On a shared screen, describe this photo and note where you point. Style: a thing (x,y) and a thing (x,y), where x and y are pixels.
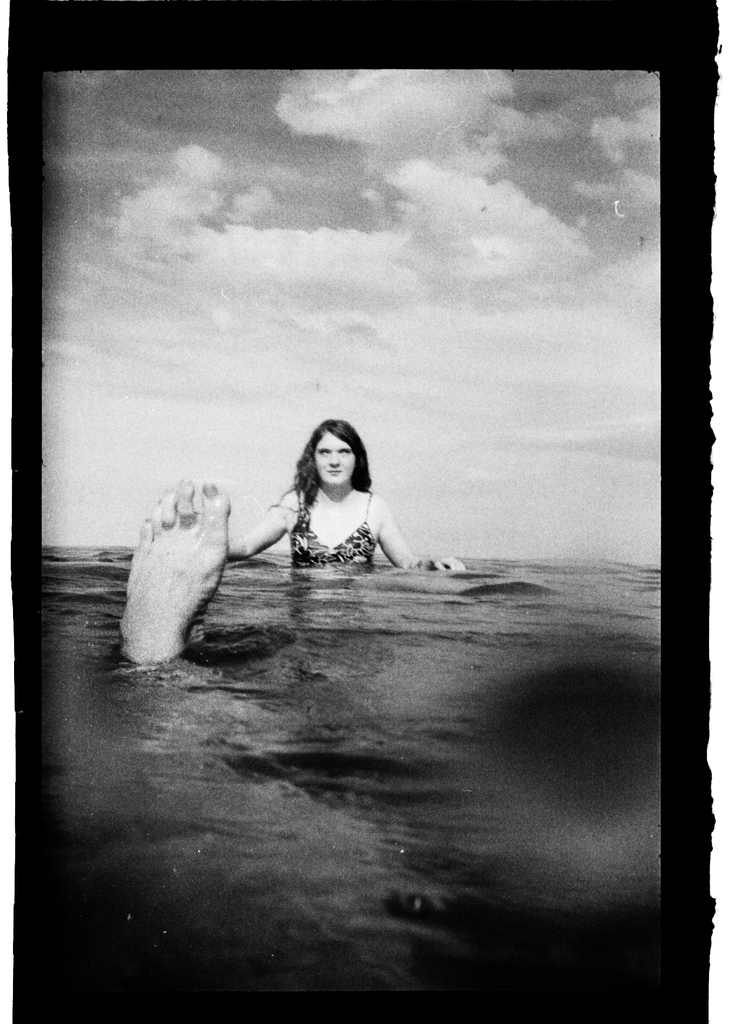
This is a black and white picture, in this image we can see a woman (380,522) and a person's leg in the water (454,758), in the background (360,233), we can see the sky (340,254) with clouds (340,259).
